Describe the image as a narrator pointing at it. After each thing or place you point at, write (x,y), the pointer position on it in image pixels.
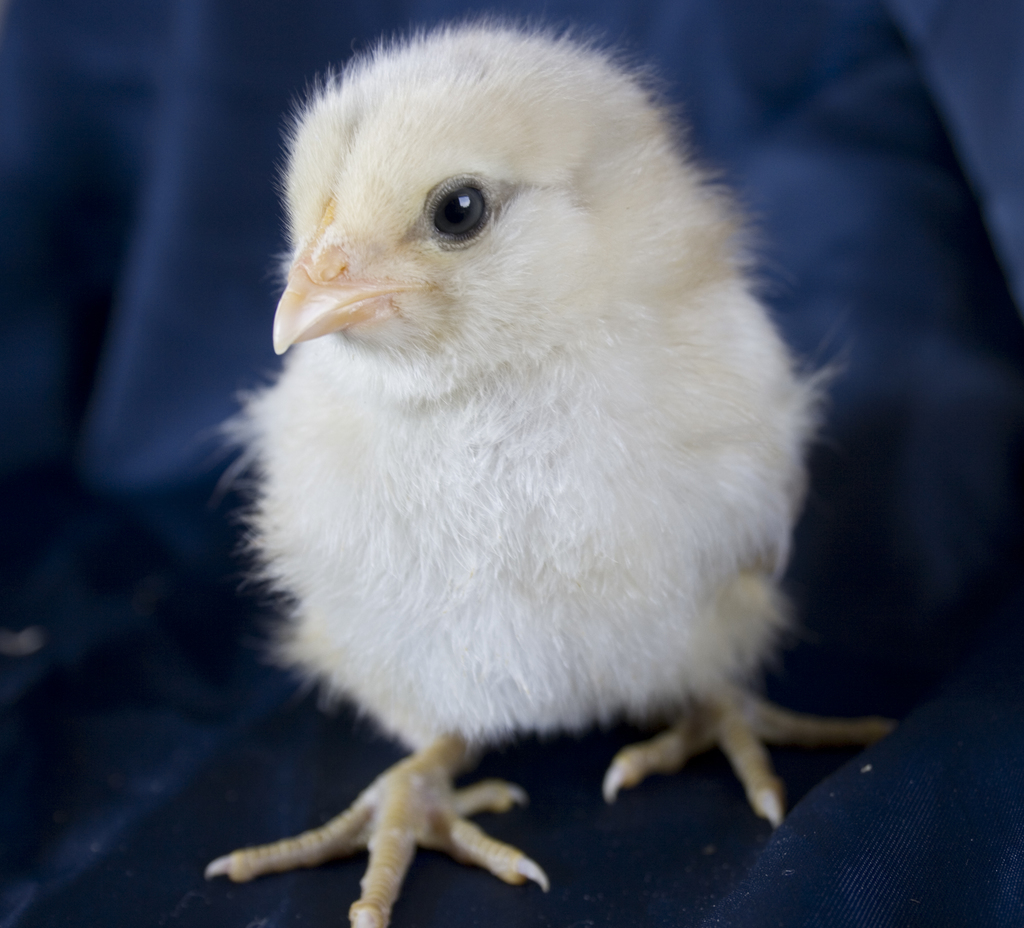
In this image I can see a white colour chick (587,482) in the front (714,713) and I can also see a cloth (119,271) in the background (147,301).
